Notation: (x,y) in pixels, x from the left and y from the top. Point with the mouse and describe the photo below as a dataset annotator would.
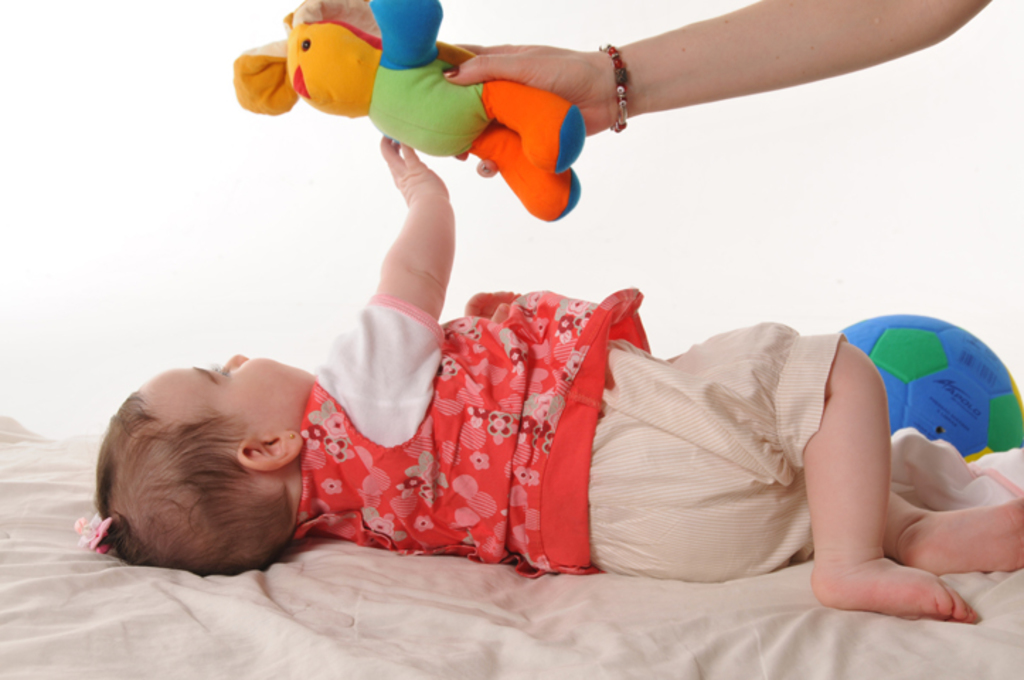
In this picture we can see a baby (372,437) clip (111,521) to her hair (101,476) and red color T Shirt (482,380) and slept on the bed sheet (429,597) and the background (891,342) we can see ball (899,376) and a hand (587,66) holding toy (374,83) shown to the baby (224,385).
